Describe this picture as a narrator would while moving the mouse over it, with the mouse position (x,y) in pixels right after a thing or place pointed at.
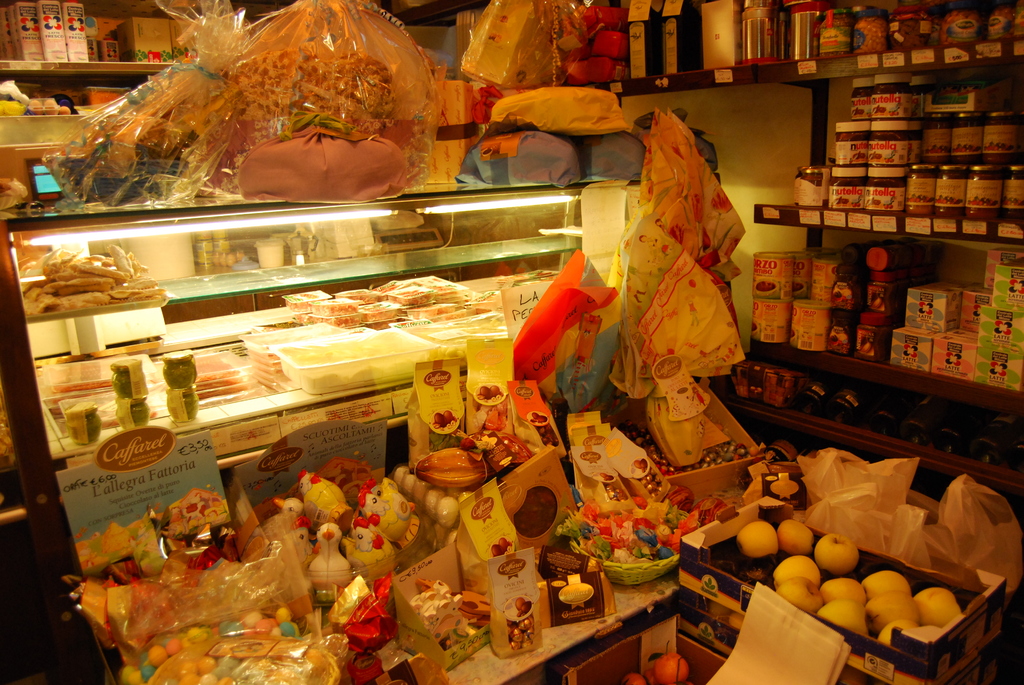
In this image there is a table (627,600), on that table (645,600) there are chocolates (520,568), toffees (583,541), toys (383,550), in the background (94,294) there is a glass box (172,300) in that box (280,311) there are bakery items (269,348), on top of the box (78,209) there are gift packs (320,151), in the bottom right (722,579) there are fruits (757,542) in a box (705,557), in the background (879,261) there are racks (923,134), in that racks (909,121) there are few objects (776,28).
